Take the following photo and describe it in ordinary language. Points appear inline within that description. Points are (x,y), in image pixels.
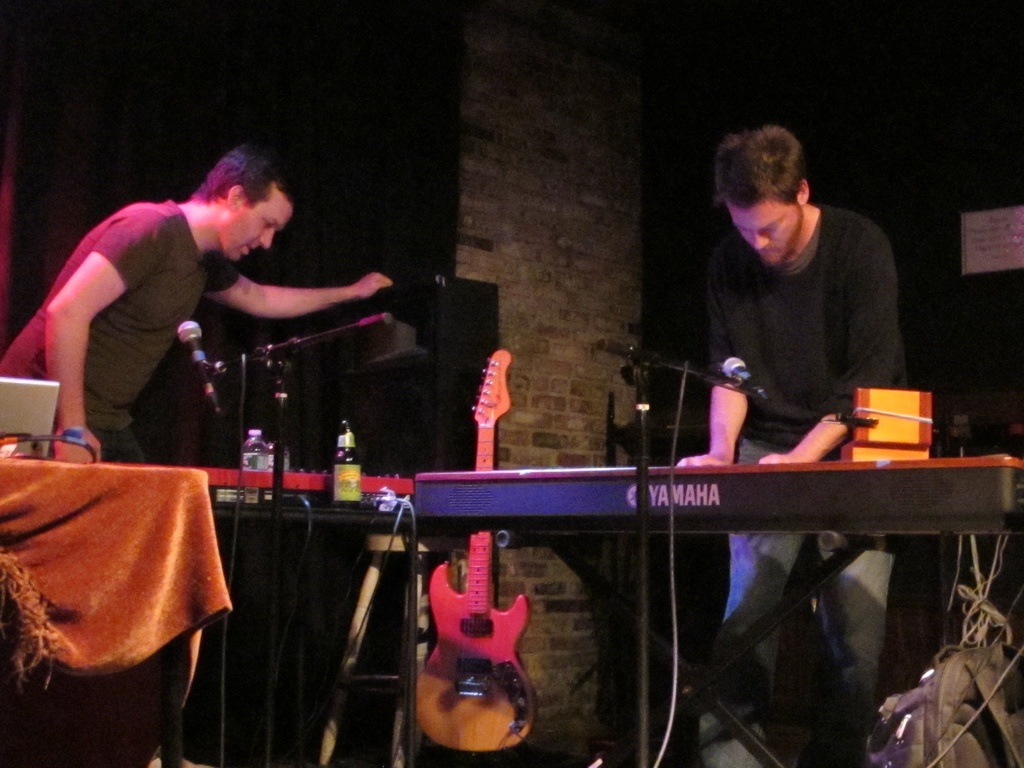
A picture is taken inside the room (813,283). In the image there are two persons (804,320) are playing their musical instruments (258,505), on right side (783,359) there is a man (783,359) standing who is wearing a black color shirt (827,318) playing his keyboard (737,464) in front of a microphone (735,362). On left (107,372) there is another man (95,390) standing in front of a microphone (199,343) and there is also a table (127,483). On table (92,472) we can see a laptop (38,408), water bottle (258,449) in background (509,213) there is a guitar (490,376), wall (510,208).
